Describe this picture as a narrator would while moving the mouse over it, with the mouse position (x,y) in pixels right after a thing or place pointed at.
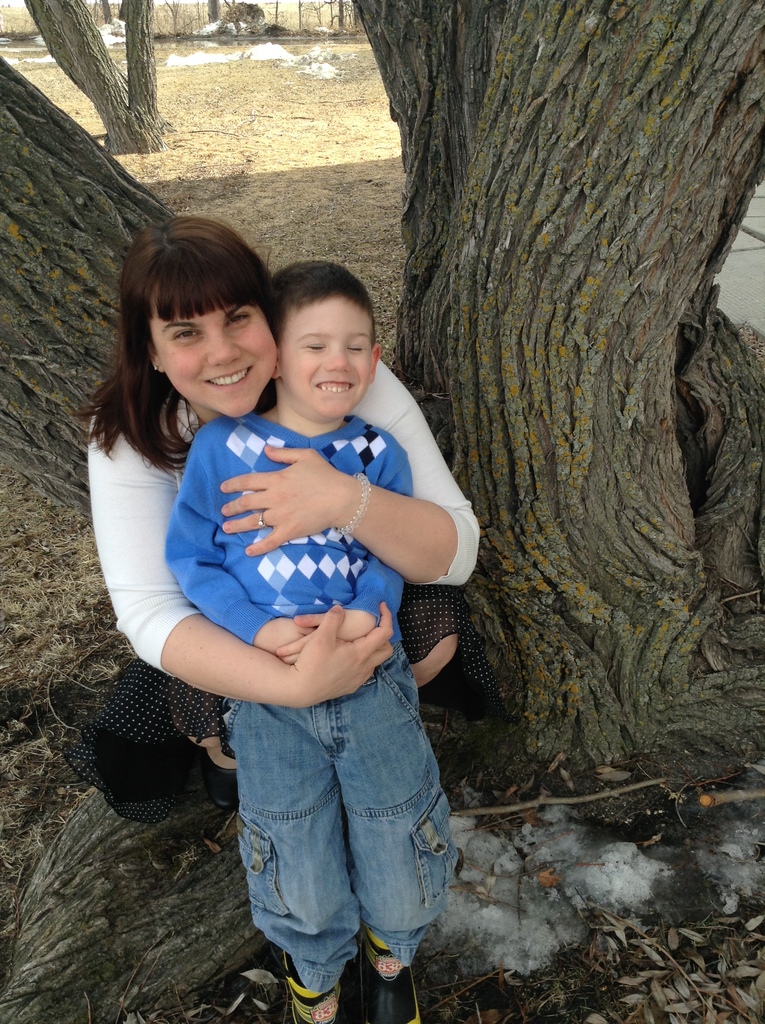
In this image I can see two persons (222,555). In front (292,724) the person (292,649) is wearing blue and white color dress (306,540). In the background (477,322) I can see few trunks (101,224) and few dried plants (246,19).
